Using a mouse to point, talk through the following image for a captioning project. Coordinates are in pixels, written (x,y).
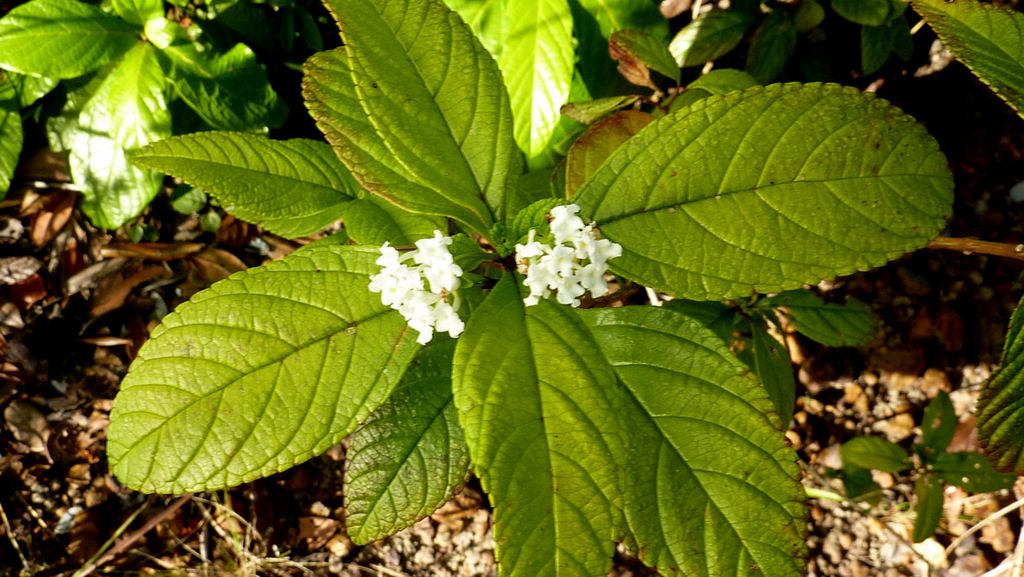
In this image there is a plant (351,252) with tiny white color flowers (432,253), and in the background (872,12) there are leaves (249,14).
